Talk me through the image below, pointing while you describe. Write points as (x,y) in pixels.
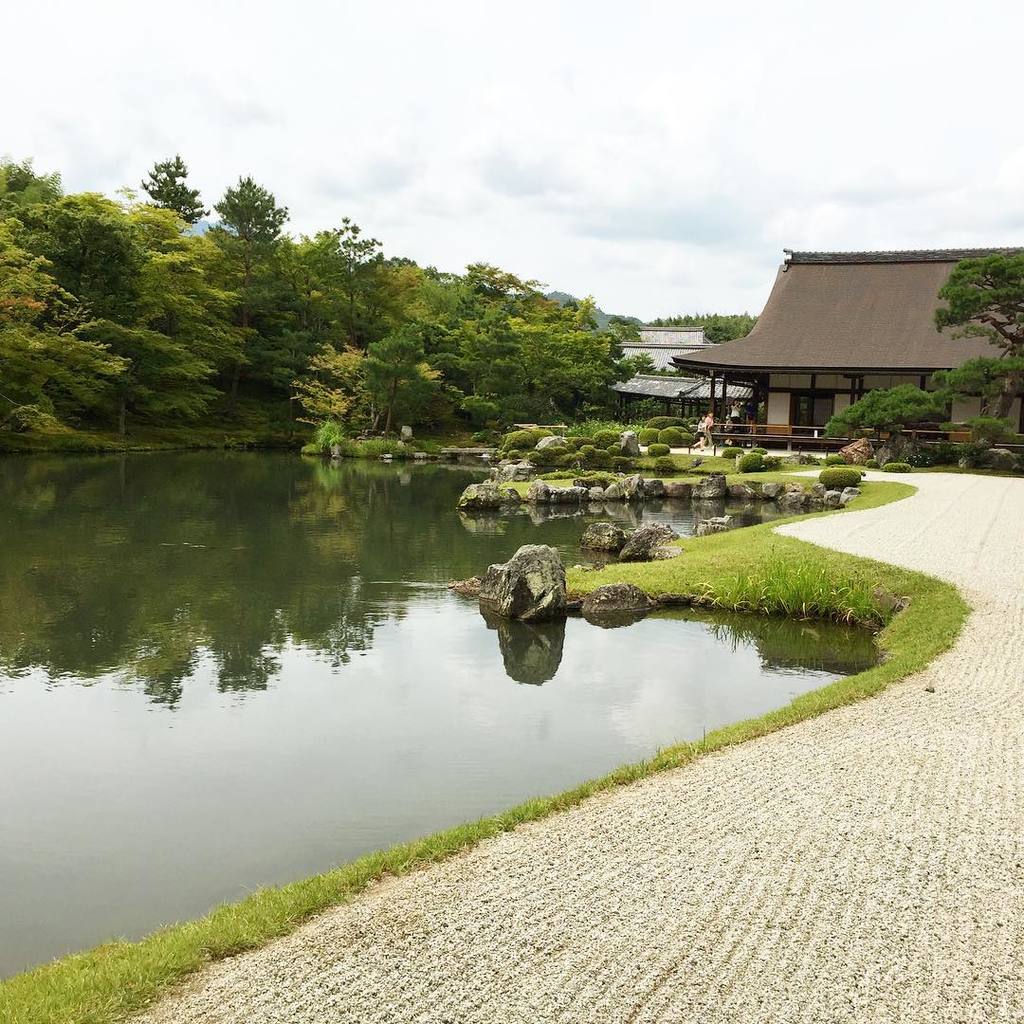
In this image on the left side (211,514) we can see water (269,680) and on the right side (778,893) we can see the path (890,558) and grass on the ground (641,928). In the background (492,414) there are stones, trees (19,330), few persons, houses (721,410), roofs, fences (752,437) and clouds (336,212) in the sky (726,240).
